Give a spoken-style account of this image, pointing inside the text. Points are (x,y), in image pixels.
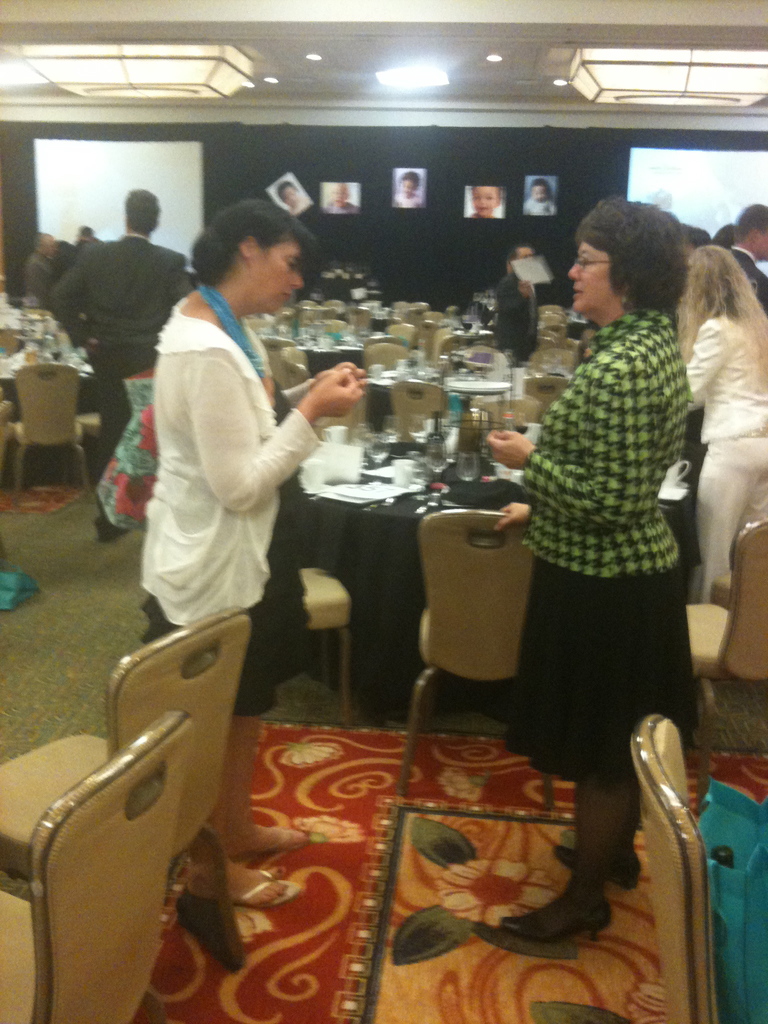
In this picture there are few persons (606,477) standing and there are few tables (452,470) in between them which has few glasses (439,443) and some other objects (390,475) placed on it and there are few chairs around the table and there are few photographs (411,181) attached to the wall (476,185) in the background (404,201).
